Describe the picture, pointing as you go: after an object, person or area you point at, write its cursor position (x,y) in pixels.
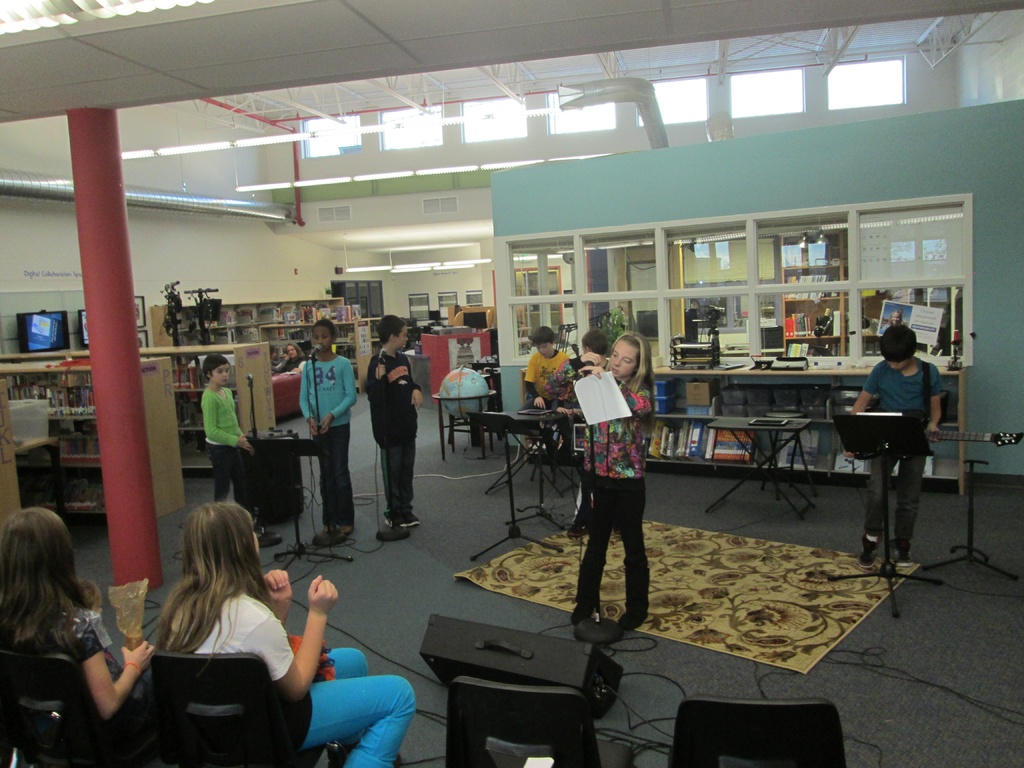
In this image, we can see a group of people (391,760). Few people (342,410) are standing on the floor (396,587). At the bottom (466,752), we can see chairs (698,741). On the left side of the image (106,688), we can see two people (52,637) are sitting. Background (955,341) we can see racks (817,342), few objects (920,341), globe (463,381), walls (374,278), lights (269,140) and few things (621,330). Top of the image (372,127), we can see rods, lights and pipes (162,209). On the left side (133,442), there is a pole (113,367).
